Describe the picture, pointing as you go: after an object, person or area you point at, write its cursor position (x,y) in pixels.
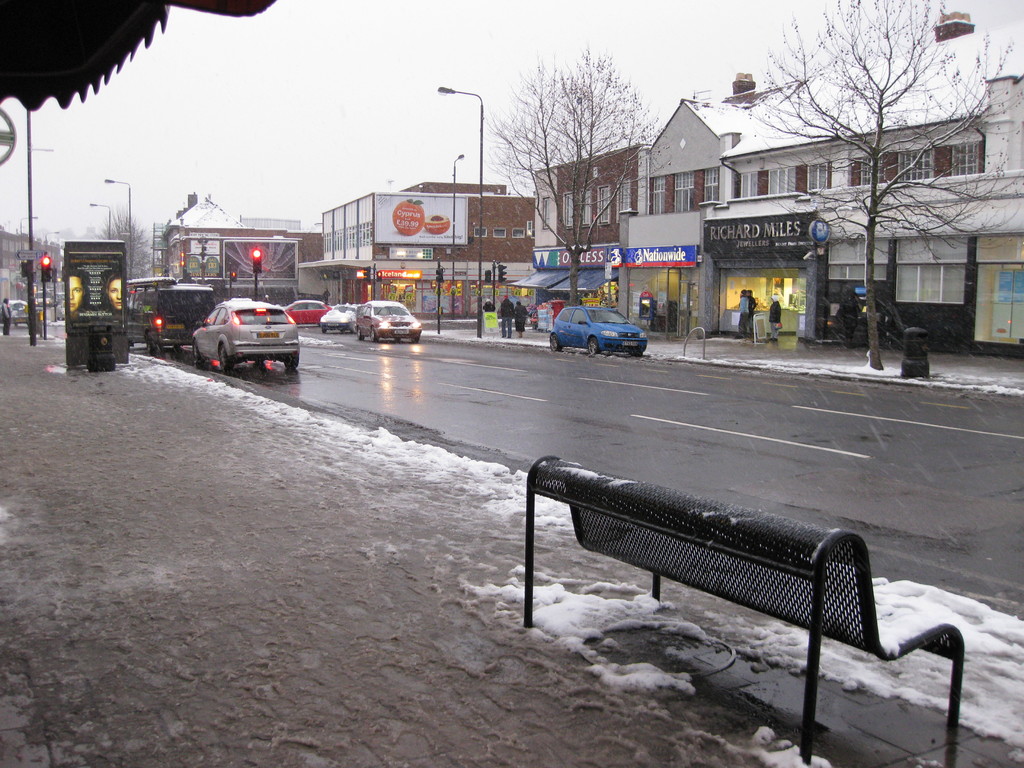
In this image we can see group of vehicles (414,325) parked on the ground (550,377). In the center of the image (515,320) we can see two persons (526,326) standing on the path (528,339), the group of light poles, traffic lights (256,289). In the foreground (856,574) we can see a bench (850,596) placed on the ground (254,507), sign boards (109,318) with some text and a shed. In the background (968,217), we can see a group of buildings (725,180) with windows (709,181) and the sky (328,112).
